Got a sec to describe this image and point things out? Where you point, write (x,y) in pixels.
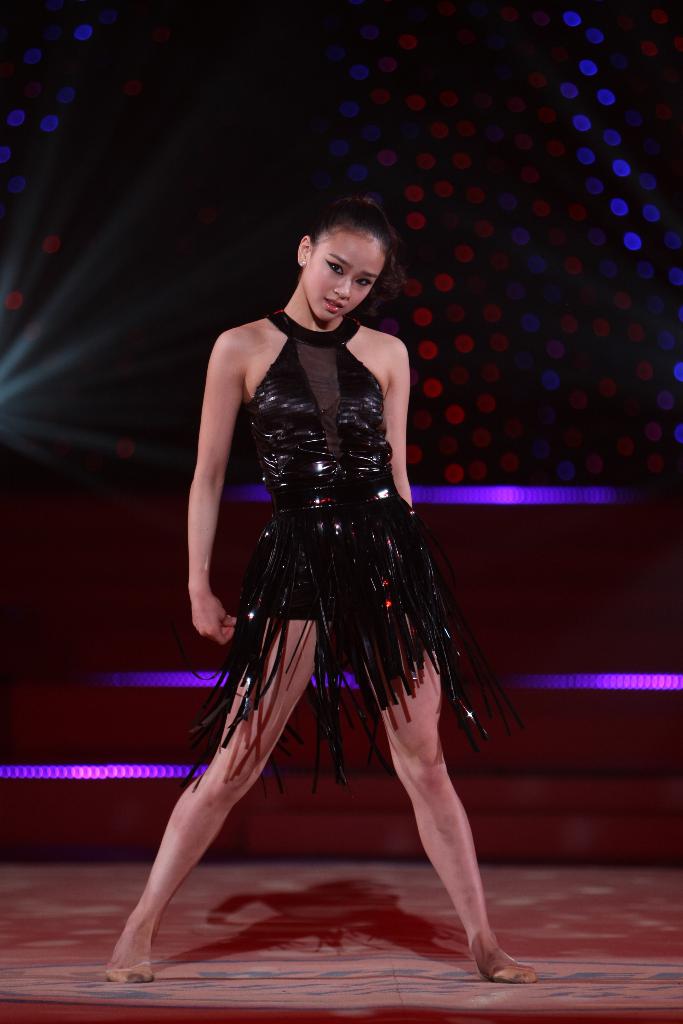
In this image we can see a woman (173,871) standing on the floor (357,868). On the backside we can see some lights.
